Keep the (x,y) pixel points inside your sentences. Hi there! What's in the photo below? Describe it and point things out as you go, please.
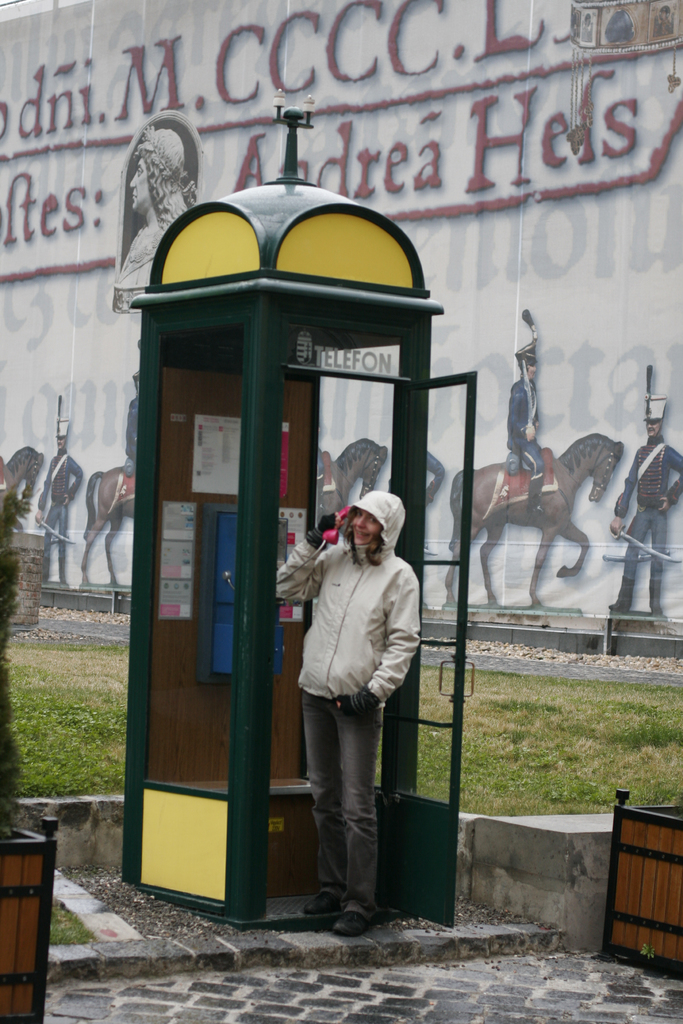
There is a telephone booth (252,667) and a person (309,555) is talking on a phone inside the booth (278,480), behind the person (337,590) there is a wall (590,399) and it is painted with different images (552,511) like horses (549,499) and human beings (666,510) and in front of the wall (500,607) there is a lot of grass (497,681) there are two wooden boxes (642,823) kept in front of the telephone booth (188,853).
